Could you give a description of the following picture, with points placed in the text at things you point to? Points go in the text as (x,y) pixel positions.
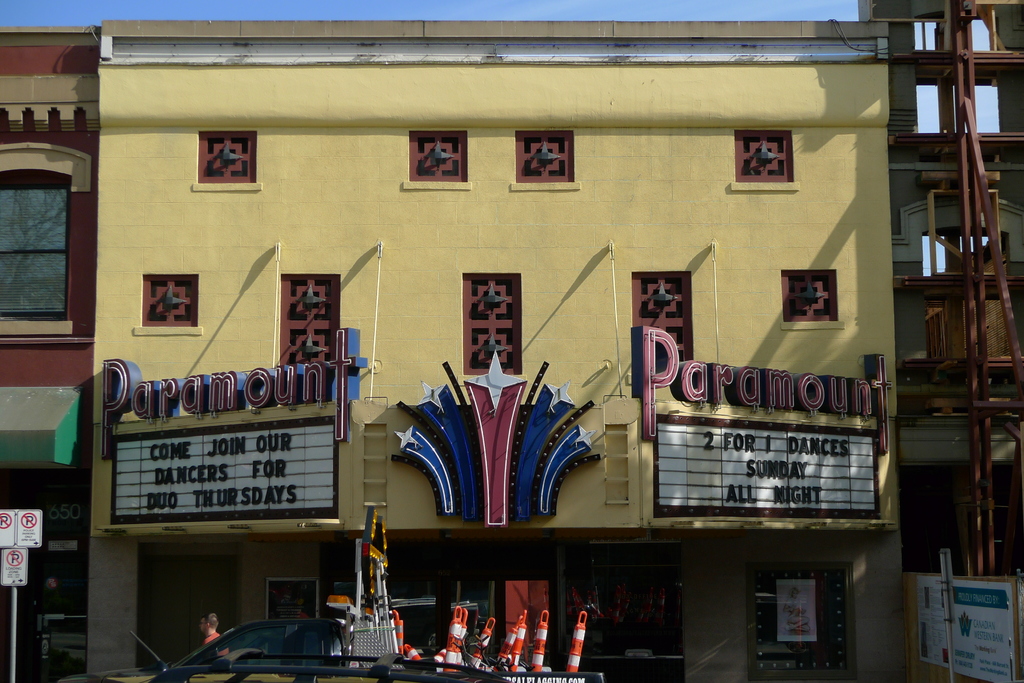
In this image I see number of buildings (459,261) and I see something is written over here and I see the logo (431,401) over here and I see the truck (501,675) over here on which there are few things (522,635) which are of white and orange in color and I see a person (217,636) over here. I can also see a pole (16,607) on which there are 3 boards (14,568) and I see the rods (973,120) over here and in the background (568,9) I see the blue sky (676,19).
